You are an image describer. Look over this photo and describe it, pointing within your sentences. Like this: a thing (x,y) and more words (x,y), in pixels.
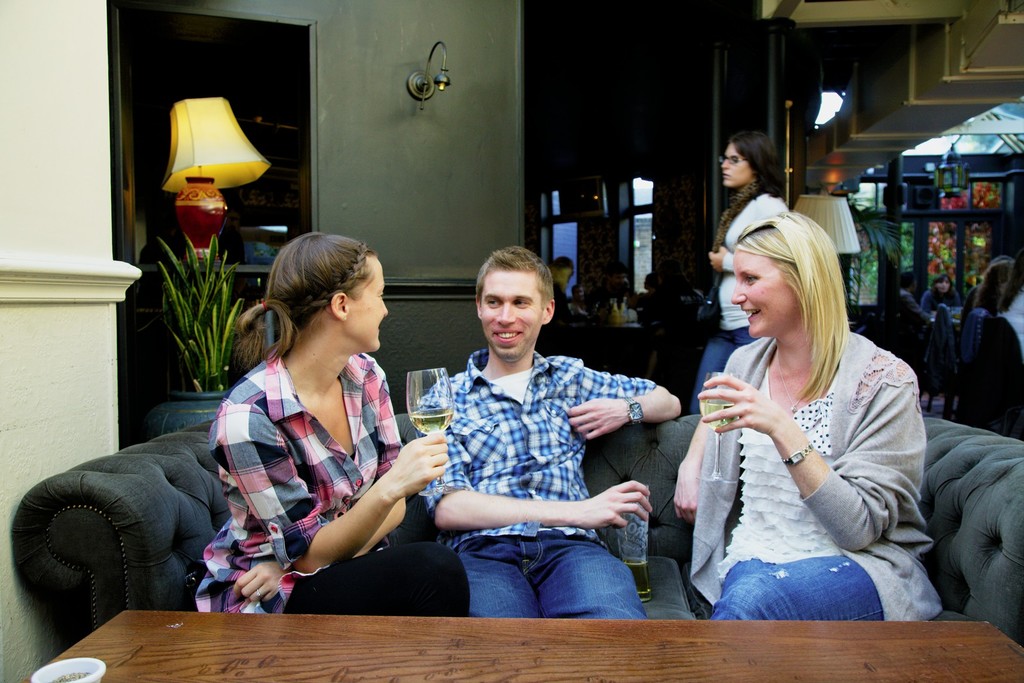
This picture describes about group of people (584,400), in the middle of the given image a man (597,410) and a woman (227,436) is seated on the sofa (946,546), and they are holding glasses (420,430) in their hand (741,421), in the background (178,326) we can see couple of plants (184,310) and a light (202,139).
